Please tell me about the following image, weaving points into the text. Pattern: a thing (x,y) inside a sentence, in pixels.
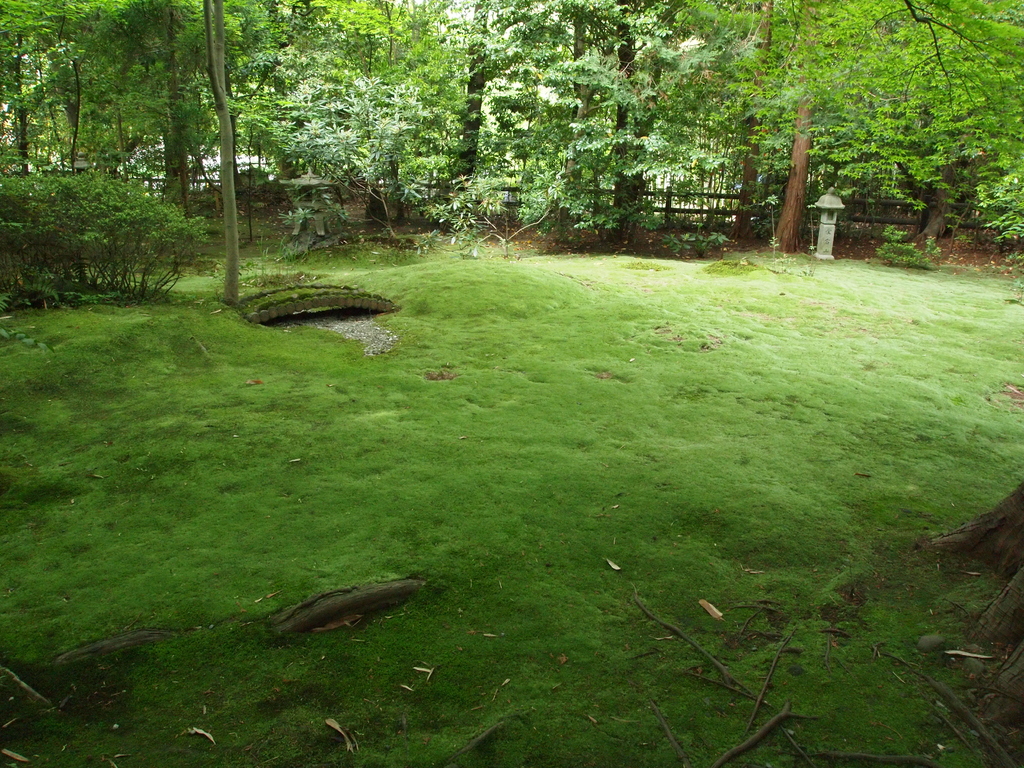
In the foreground of the picture (369,391) we can see twigs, dry leaves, grass (356,365), plant (110,271), trunk (967,535) of a tree (987,554) and other objects (319,184). In the background (345,112) there are trees (596,141), plants (249,135) and railing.
